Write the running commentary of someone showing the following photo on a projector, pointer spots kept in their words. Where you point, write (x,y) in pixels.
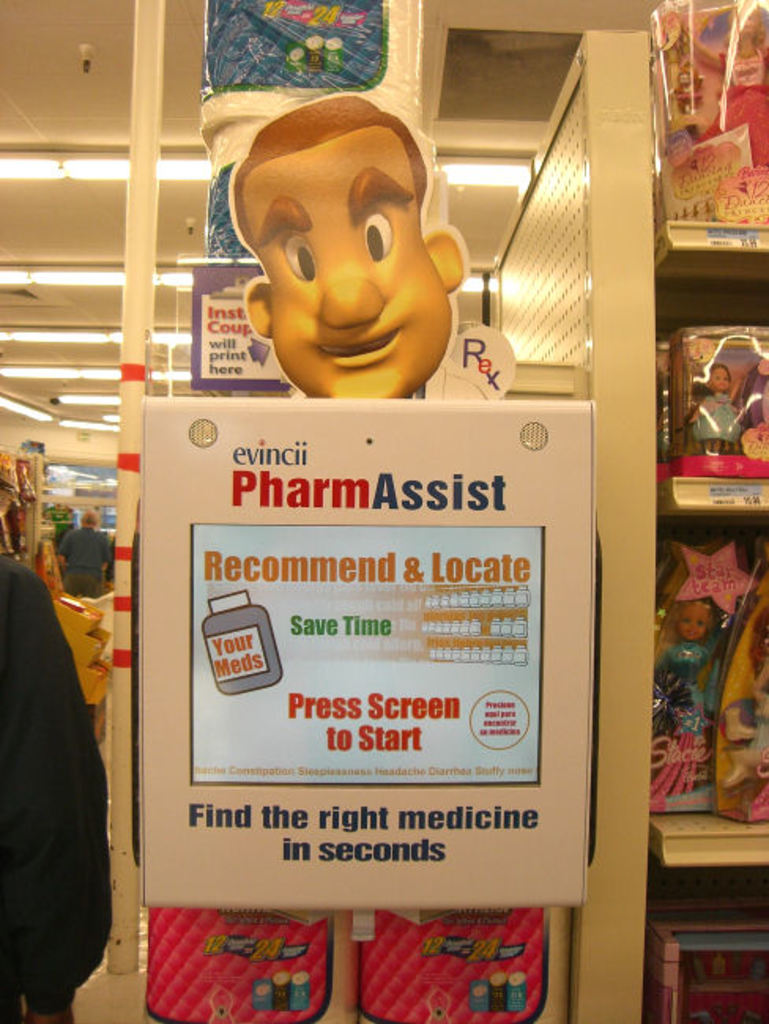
In this image we can see an advertisement board (380,761), dolls (730,117) packed in the polythene cartons (682,759), electric lights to the roof (50,218) and people (81,719) standing on the floor (95,1009).
